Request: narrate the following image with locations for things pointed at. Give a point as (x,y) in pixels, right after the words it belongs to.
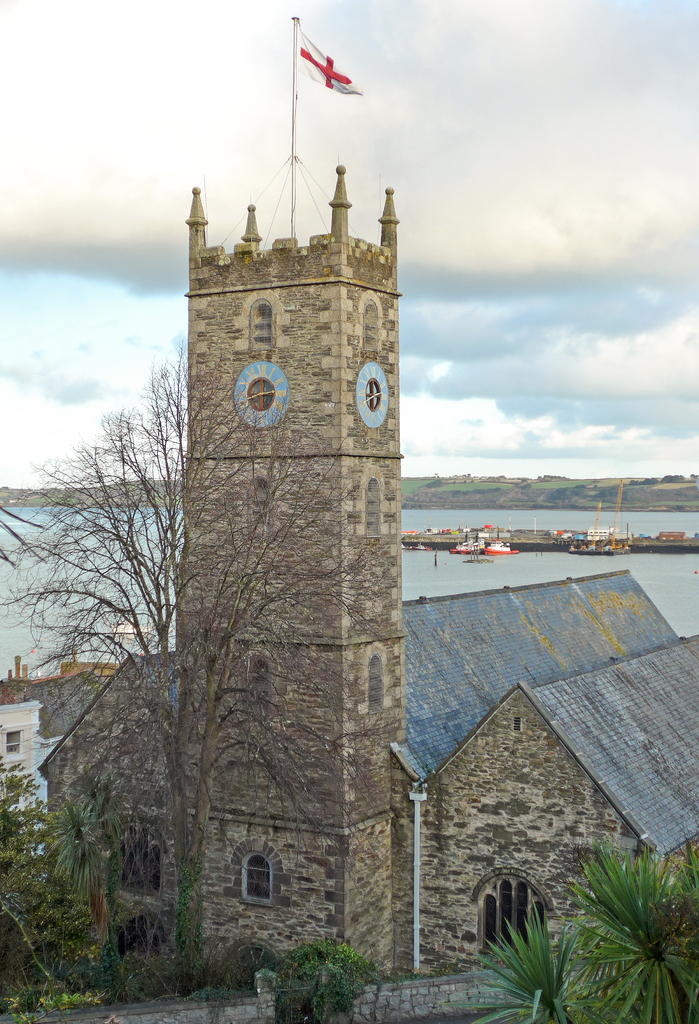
In this image we can see few buildings (321,742). In front of the buildings (235,836) we can see few plants (120,977) and trees (287,639). Behind the building (611,579) we can see boats (608,544) in the water (423,554). At the top (583,215) we can see the sky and a flag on the building (319,436).
